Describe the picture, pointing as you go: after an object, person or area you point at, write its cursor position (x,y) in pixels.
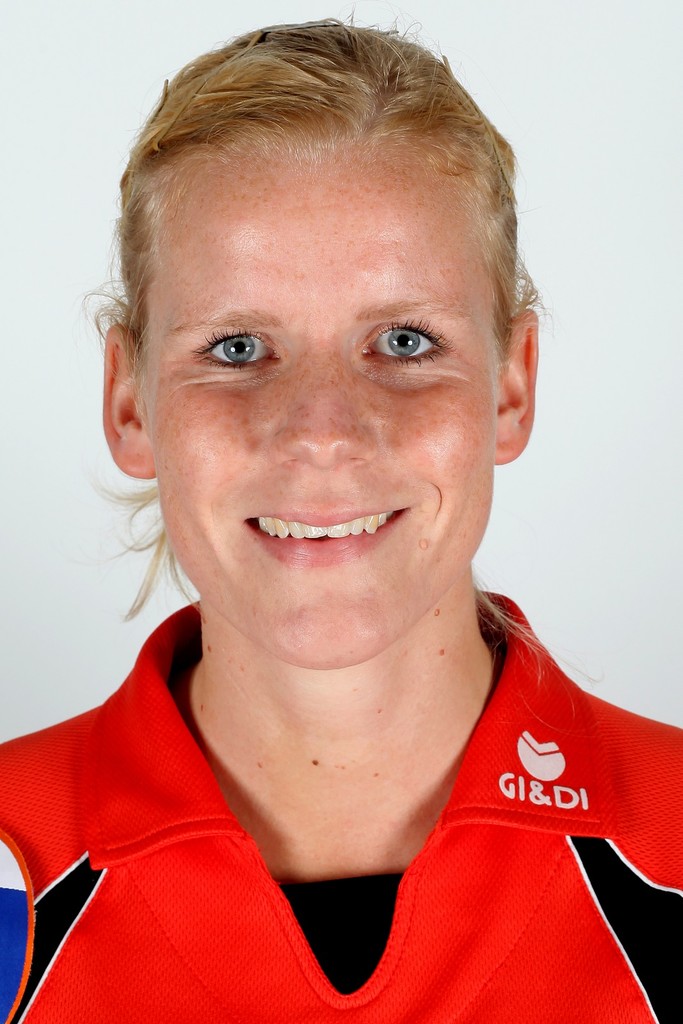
In this picture I can see there is a woman (555,926) and she is smiling is wearing a red jersey (84,1013) and in the backdrop (30,159) there is a white background (41,264).
